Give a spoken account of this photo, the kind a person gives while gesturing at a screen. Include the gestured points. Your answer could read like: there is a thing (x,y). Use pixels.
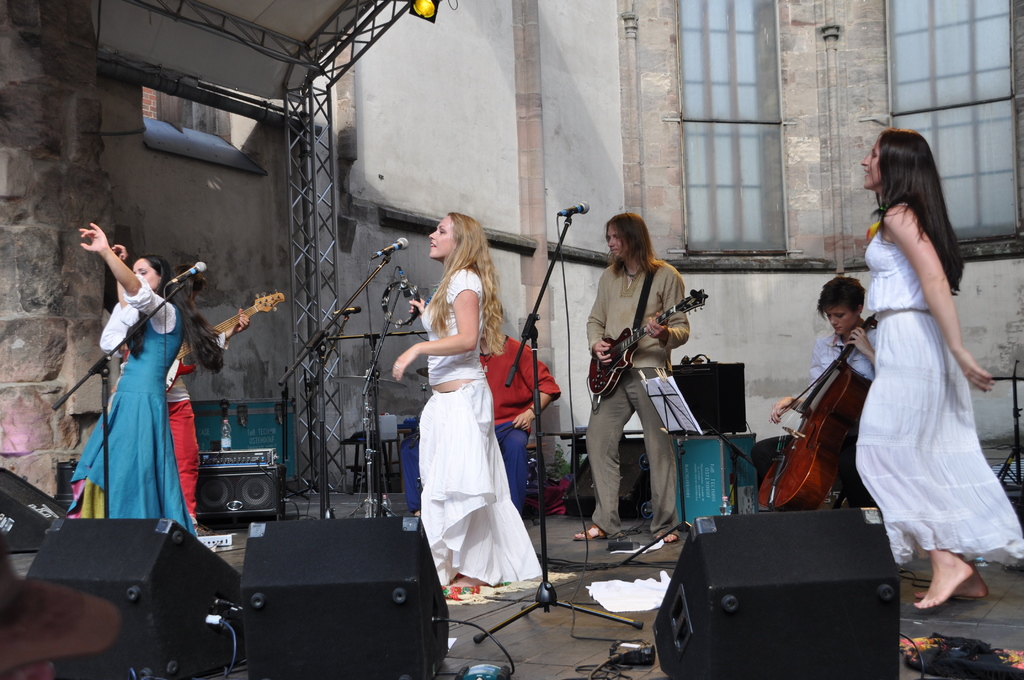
On the stage (550,677) there are three ladies (121,381) and four men (842,331). The man (842,345) with white shirt (826,364) is sitting and playing a cello (820,427). The men (657,303) who is standing is playing a guitar (622,350). The man (499,367) with red t-shirt (516,394) is sitting. And there are many speakers (307,581). There are some mics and ladies (128,394) are dancing. In the background (343,454) there are windows (683,105) and a tent (230,44).
